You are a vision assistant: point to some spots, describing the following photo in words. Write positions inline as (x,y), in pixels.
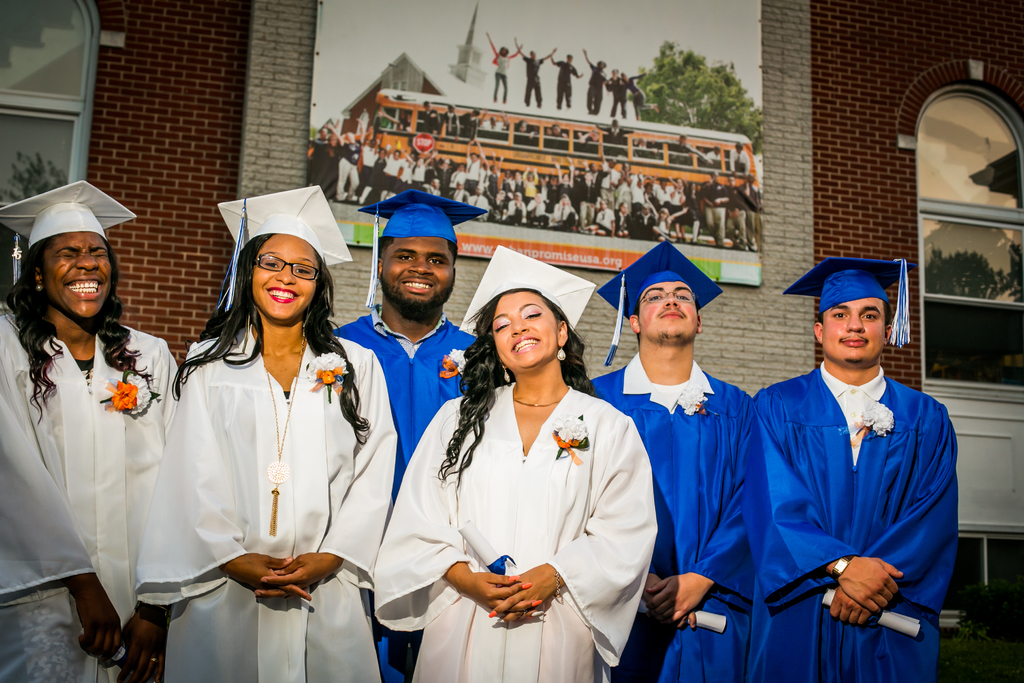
In this image we can see there are a few people (285,354) standing and smiling. In the background of the image (143,125) there is a wall (156,122) with red and white bricks (852,173) and there is a photo frame (514,123) attached to the wall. In that photo frame (497,132) there are a few people (352,143) standing in front of the bus (584,143) and some people (499,79) are standing up on the bus (629,125).
